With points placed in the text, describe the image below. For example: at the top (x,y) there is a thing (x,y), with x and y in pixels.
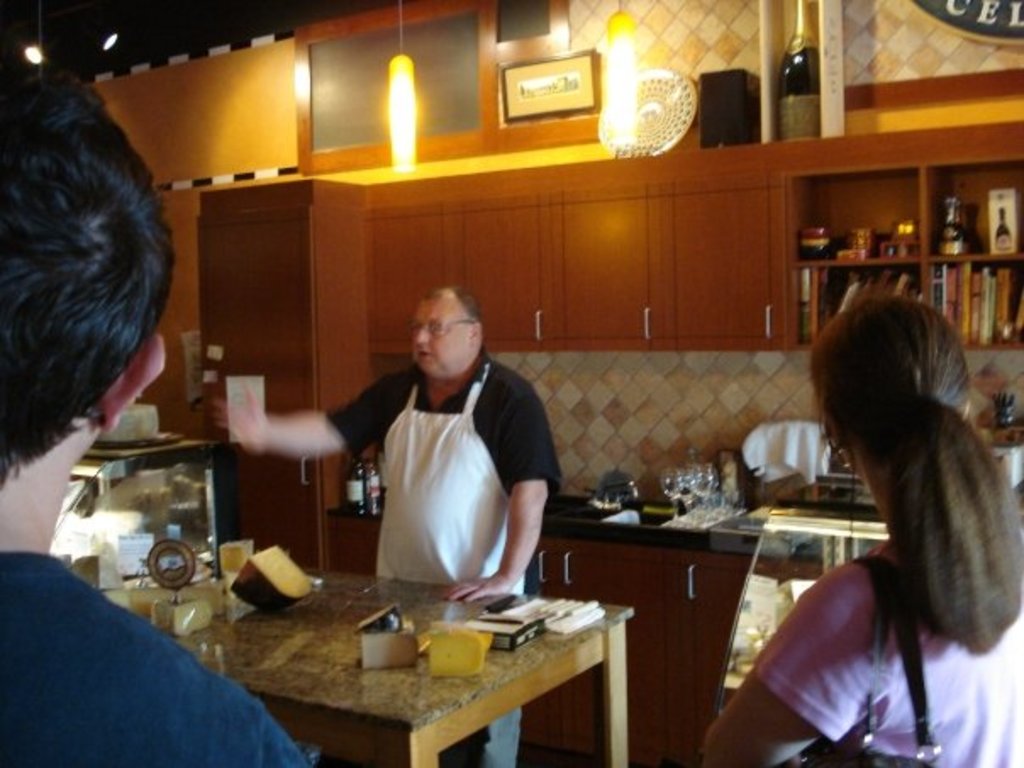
In this picture we can see three people (24,553) they are all standing, in front of them we can find couple of cheeses (183,588), boxes (525,637) on the table (266,624), in the background (681,481) we can see couple of glasses (669,487), bottles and some other objects (597,486), also we can find books (932,296) in the racks (886,264) on top of them we can see couple of lights (407,150) and a speaker (712,97).
